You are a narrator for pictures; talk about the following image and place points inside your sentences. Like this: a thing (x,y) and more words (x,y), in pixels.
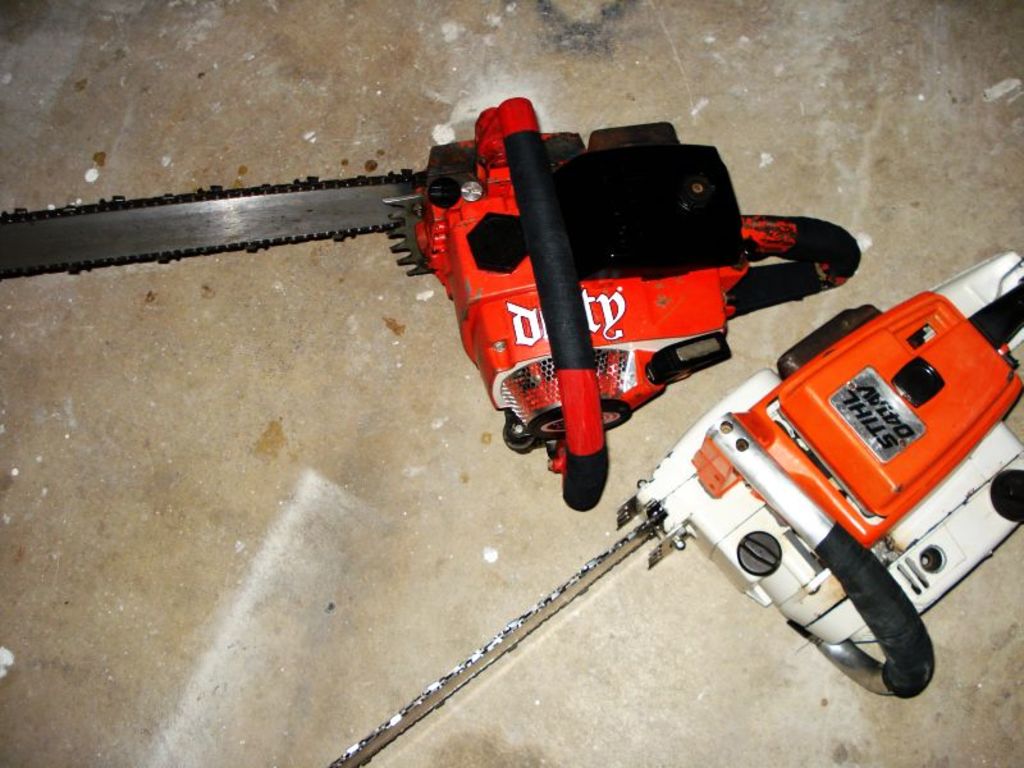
In this image we can see few objects (622,323) placed on the floor (732,362).
